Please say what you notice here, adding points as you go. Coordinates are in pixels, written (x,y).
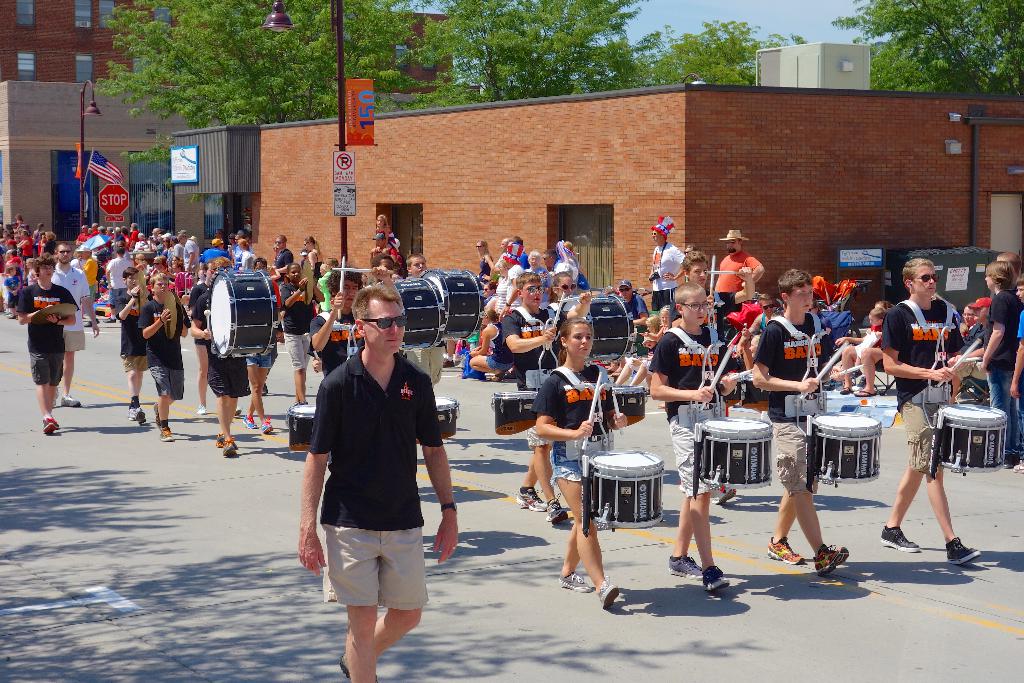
In this picture I can see few people (676,415) are walking on the road (79,427) and playing drums (501,410), around there are some trees (258,105) and buildings (313,147).
